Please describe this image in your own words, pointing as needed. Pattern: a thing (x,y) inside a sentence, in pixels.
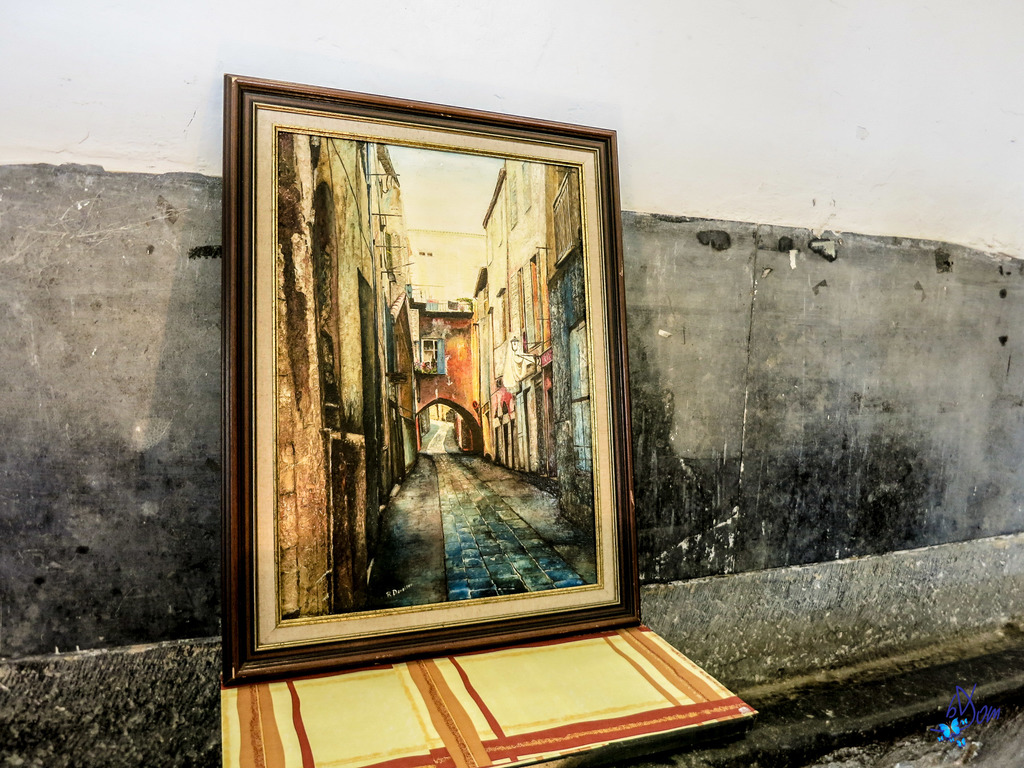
In this image, we can see a wall (749,377), frame (390,510) and a paper (653,716) and we can see a logo (959,743).
